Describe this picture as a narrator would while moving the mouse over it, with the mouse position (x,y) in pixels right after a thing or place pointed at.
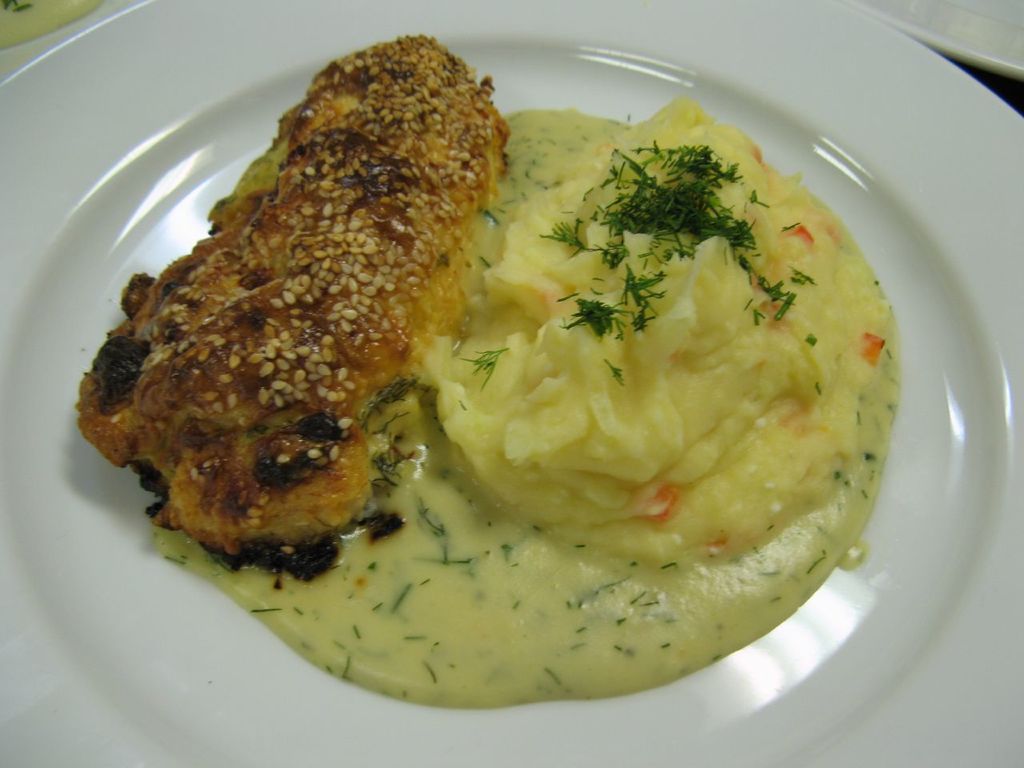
In this image, we can see a white plate (6,405) and there is some food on the plate (553,35).
